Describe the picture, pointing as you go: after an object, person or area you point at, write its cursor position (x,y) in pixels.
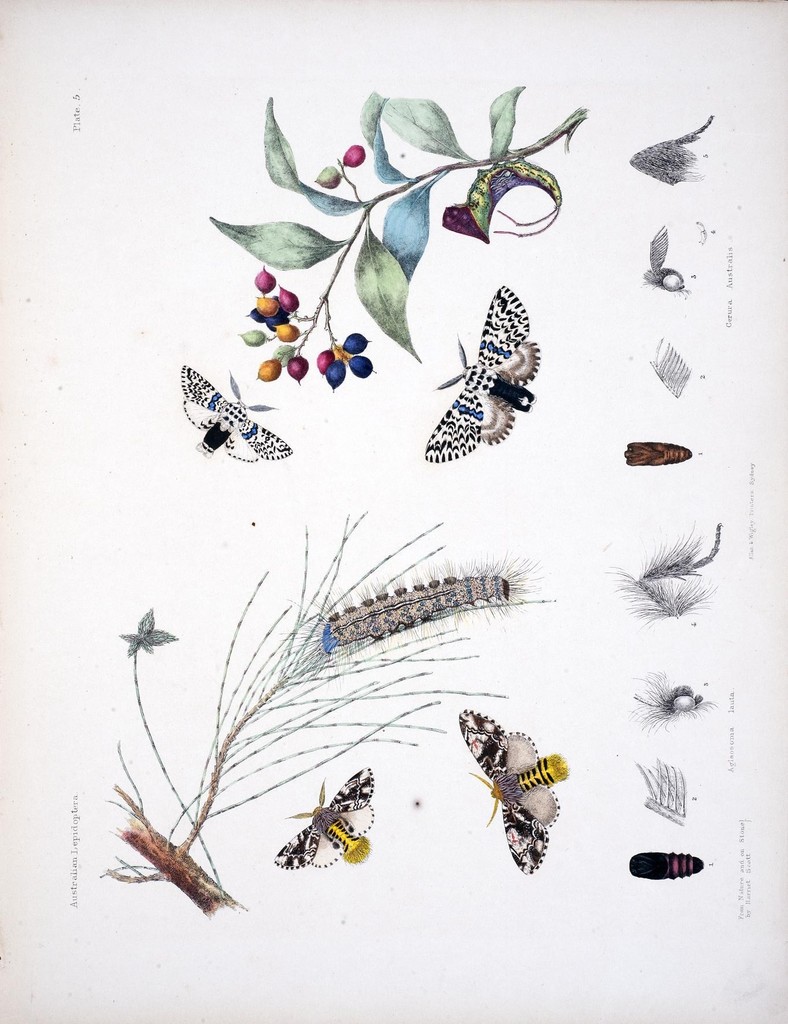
In the picture there are beautiful paintings (501,576) of moths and also two different branches (181,804) of plants (197,805).
